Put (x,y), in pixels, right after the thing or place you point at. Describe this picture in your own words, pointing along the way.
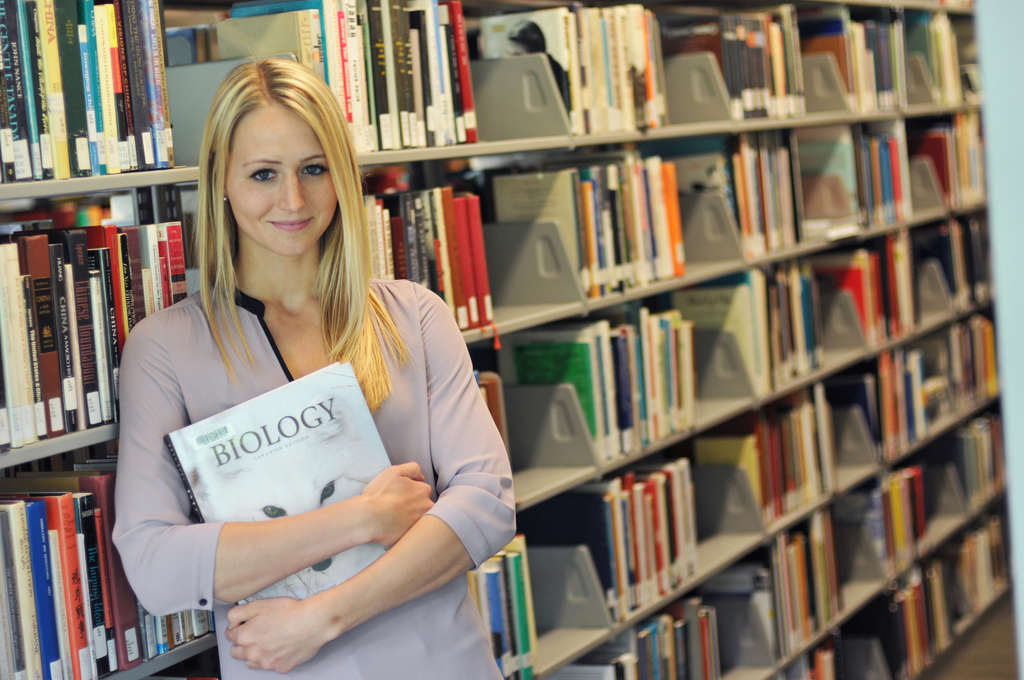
In this image we can see one woman (327,613) standing near the bookshelf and holding a biology book (322,401). There are bookshelves (882,590) with a lot of books (67,19) behind the woman (357,659).
